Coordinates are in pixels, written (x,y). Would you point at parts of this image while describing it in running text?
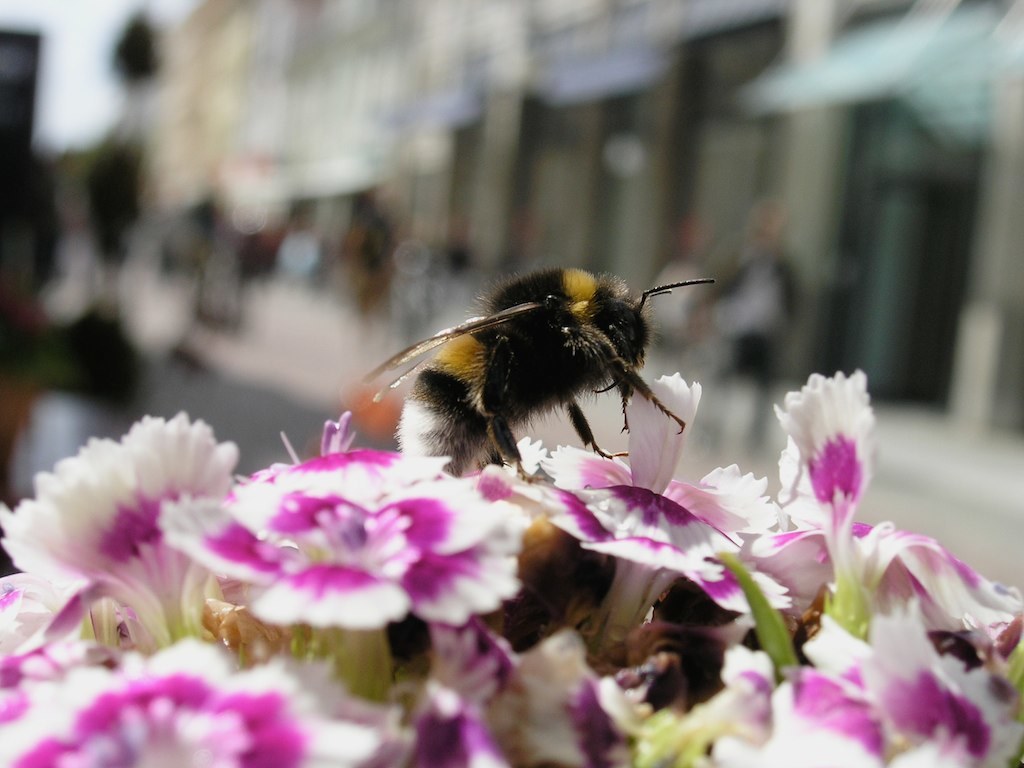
In this picture we can see an insect (417,403) on the flowers (343,446) and the flowers (466,486) are in white and purple colors. Behind the insect (424,362) there is a blurred background (144,297).
